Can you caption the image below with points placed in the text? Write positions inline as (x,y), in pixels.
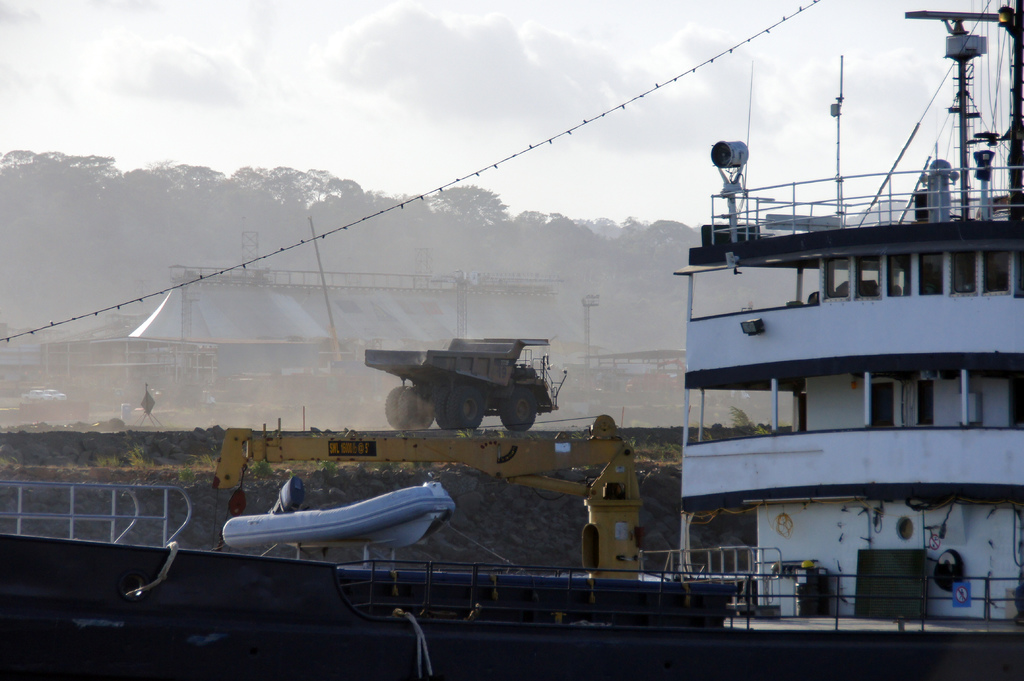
In this image, we can see a vehicle (454,399), a crane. We can see some objects (743,514) and a building (1023,365) with a few poles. We can also see a wire (163,290), a few trees (560,276). We can also see the sky (504,193) with clouds (530,20). We can see the fence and the sky (479,94) with clouds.
